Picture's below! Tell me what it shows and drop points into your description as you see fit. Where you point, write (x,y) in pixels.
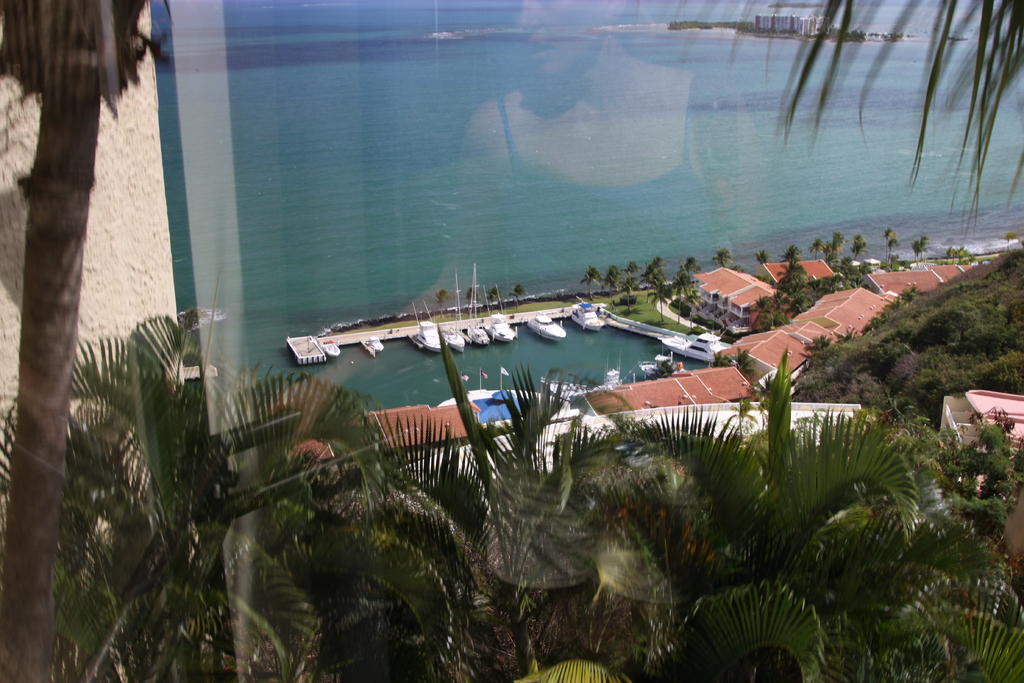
In the foreground of the image (562,149) there is a glass (790,177) through which we can see water (610,350), ships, trees (597,280), houses (733,283). At the bottom of the image (337,526) there are plants (279,542). In the center of the image (483,232) there is a reflection (520,85) of a woman (504,119).
